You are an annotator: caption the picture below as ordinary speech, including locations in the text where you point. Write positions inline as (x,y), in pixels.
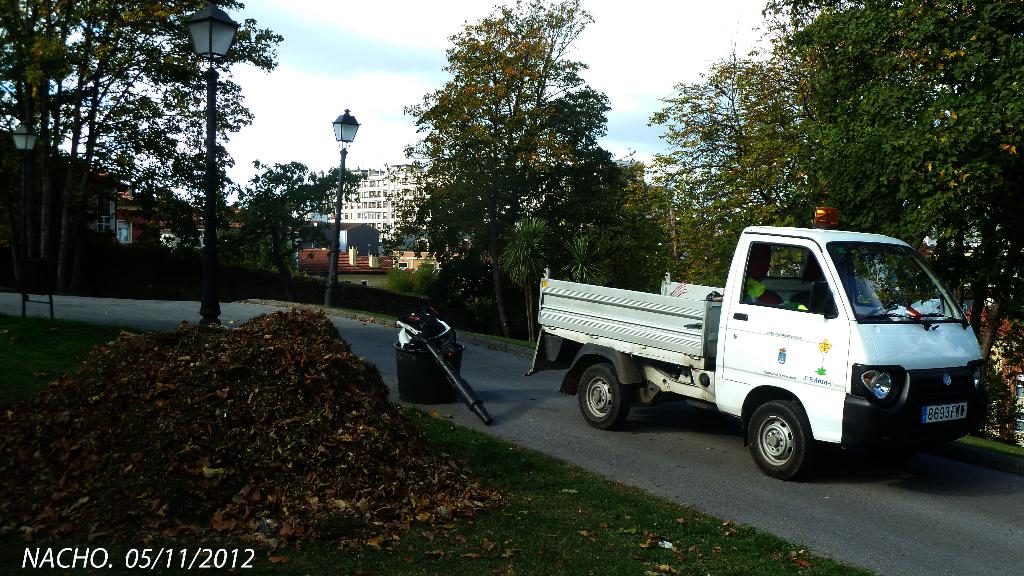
In this image there is a vehicle (805,333) on the road (839,486) and there is a tub (403,388) on the road (578,412). There are leaves (181,398), light poles (196,30) on the grass (426,532). At the back (391,186) there are trees (491,193) and buildings (374,204). At the top (367,40) there is a sky (331,56).
